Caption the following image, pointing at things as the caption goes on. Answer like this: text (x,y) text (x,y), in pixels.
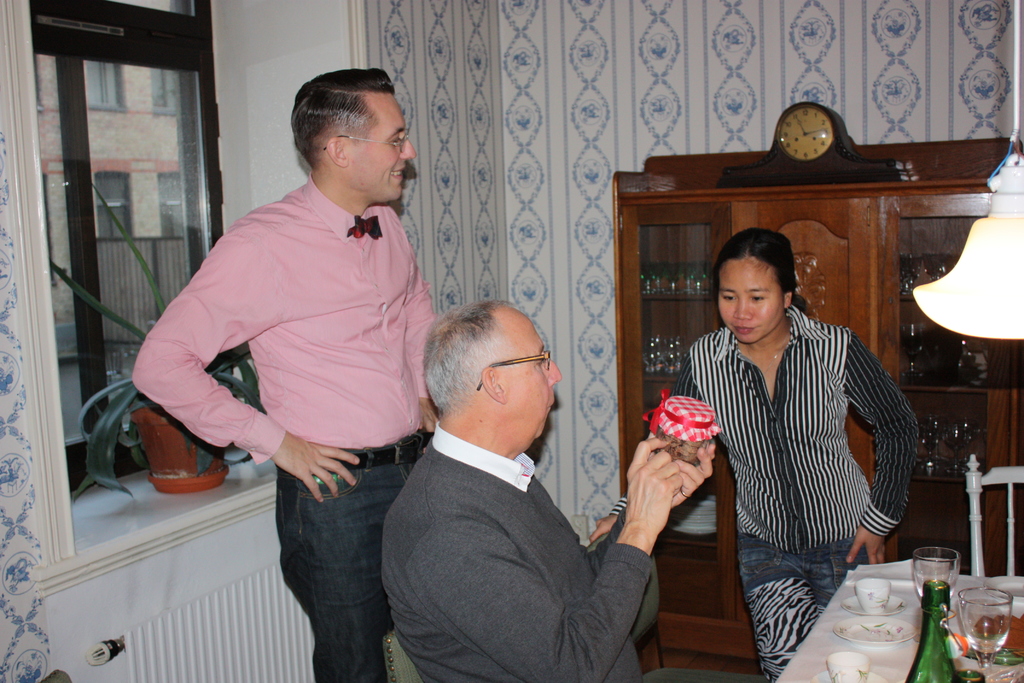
In this image we can see three persons (517,450) and among them a person (608,559) is holding an object (677,439). Beside the persons (515,540) we can see a chair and few objects (896,611) on a table (915,613). Behind the persons (800,578) there is a wall (577,354) and a cupboard (722,476). In the cupboard (652,282) there are few objects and there is a watch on the cupboard (675,537). On the left side (163,417) there is a houseplant (108,459) on the wall (129,503) and a window (118,368). Through the window (119,233) we can see a building (121,222). On the right side (1016,128), we can see a light (1021,310).
